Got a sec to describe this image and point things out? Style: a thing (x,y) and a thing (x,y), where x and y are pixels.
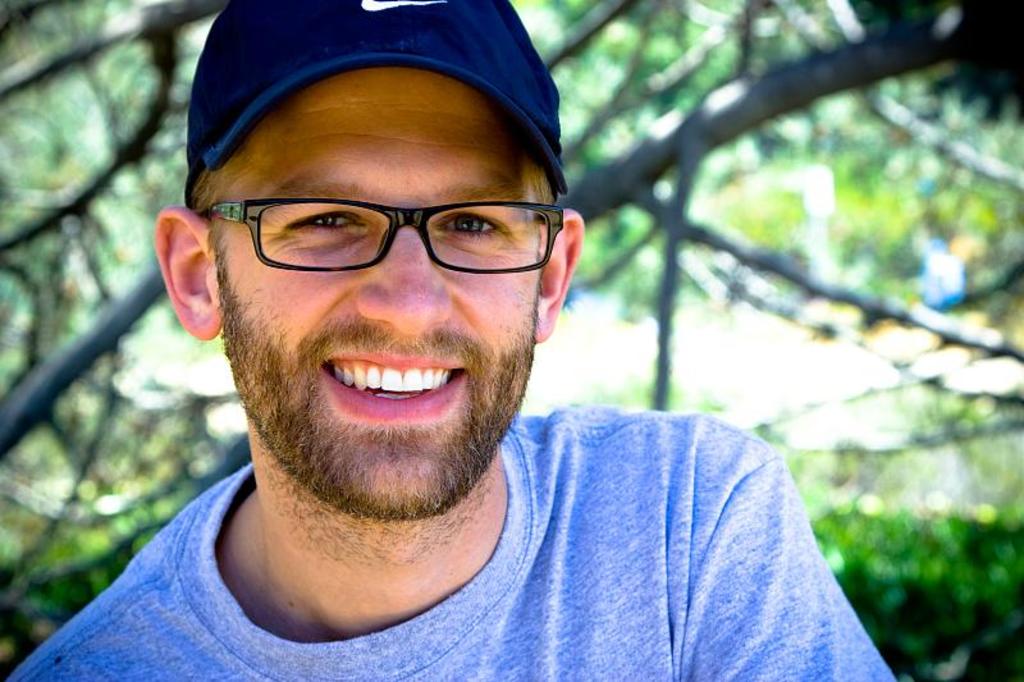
In this image we can see a person (601,533) wearing blue color T-shirt (578,520), cap (540,121), black color spectacles (307,211) smiling and background (91,527) is blurry.
